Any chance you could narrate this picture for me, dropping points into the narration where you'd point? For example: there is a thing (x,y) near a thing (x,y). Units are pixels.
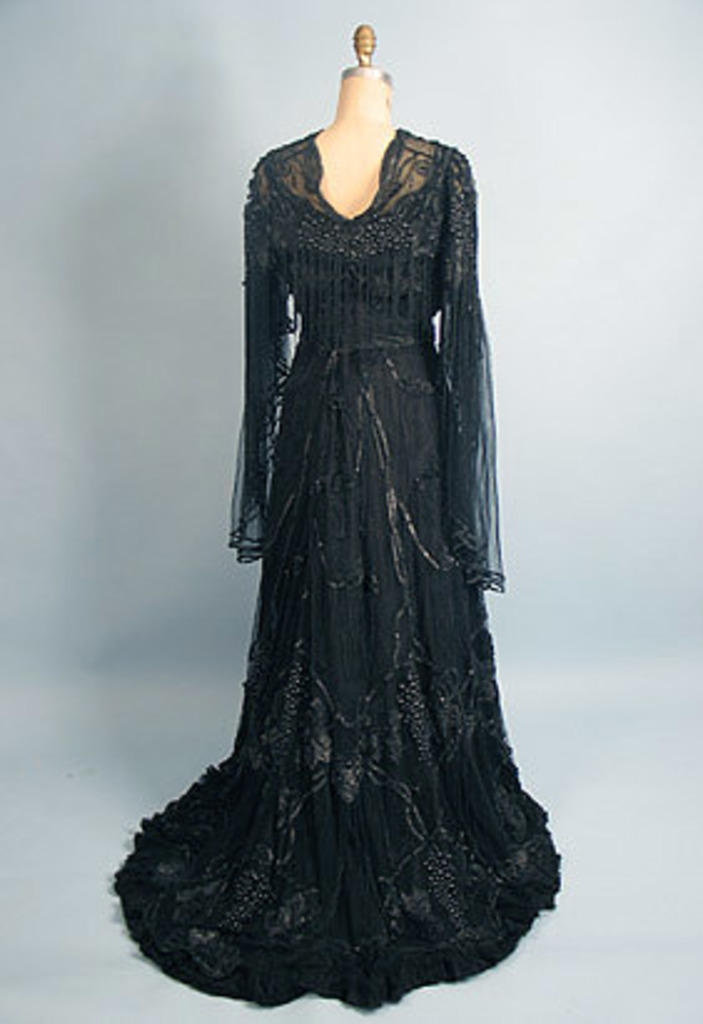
In this picture there is a cloth (396,487) on the mannequin (360,201) which is black in colour.
